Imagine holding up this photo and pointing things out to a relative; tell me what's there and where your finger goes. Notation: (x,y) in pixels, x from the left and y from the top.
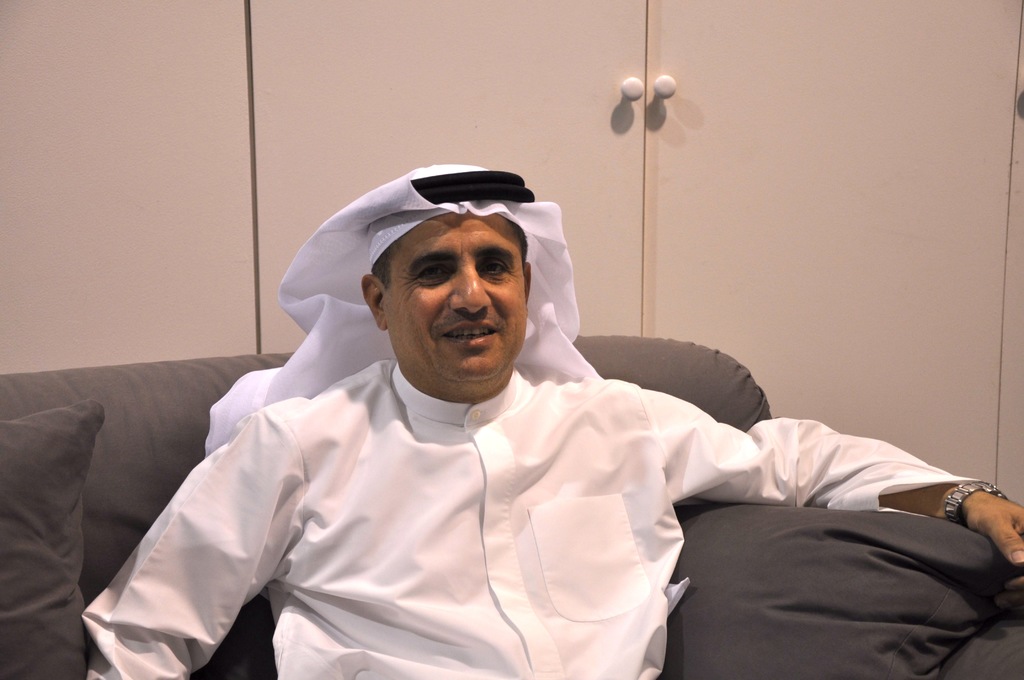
At the bottom of the image (878,519) a person (509,256) is sitting on a couch (202,678) and smiling. Behind the couch (84,679) we can see a cupboard (200,214).
